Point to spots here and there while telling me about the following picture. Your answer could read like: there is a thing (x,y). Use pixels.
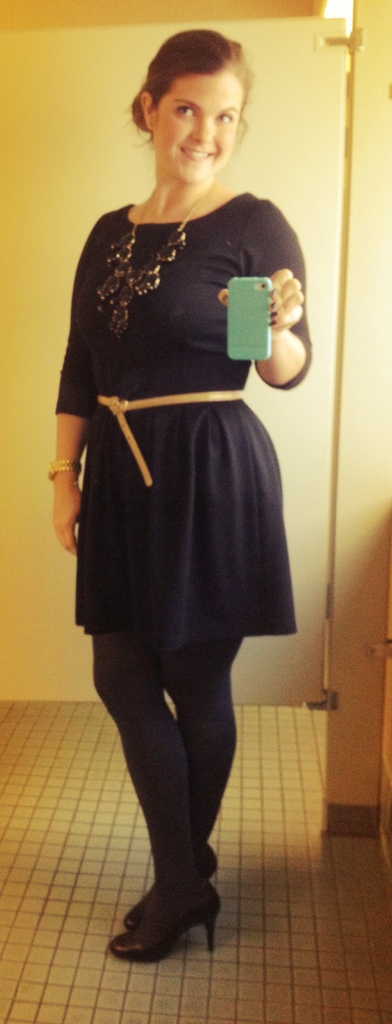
In this picture we can see a woman (156,818) standing on the floor (81,839) and she is holding a mobile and in the background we can see the door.
